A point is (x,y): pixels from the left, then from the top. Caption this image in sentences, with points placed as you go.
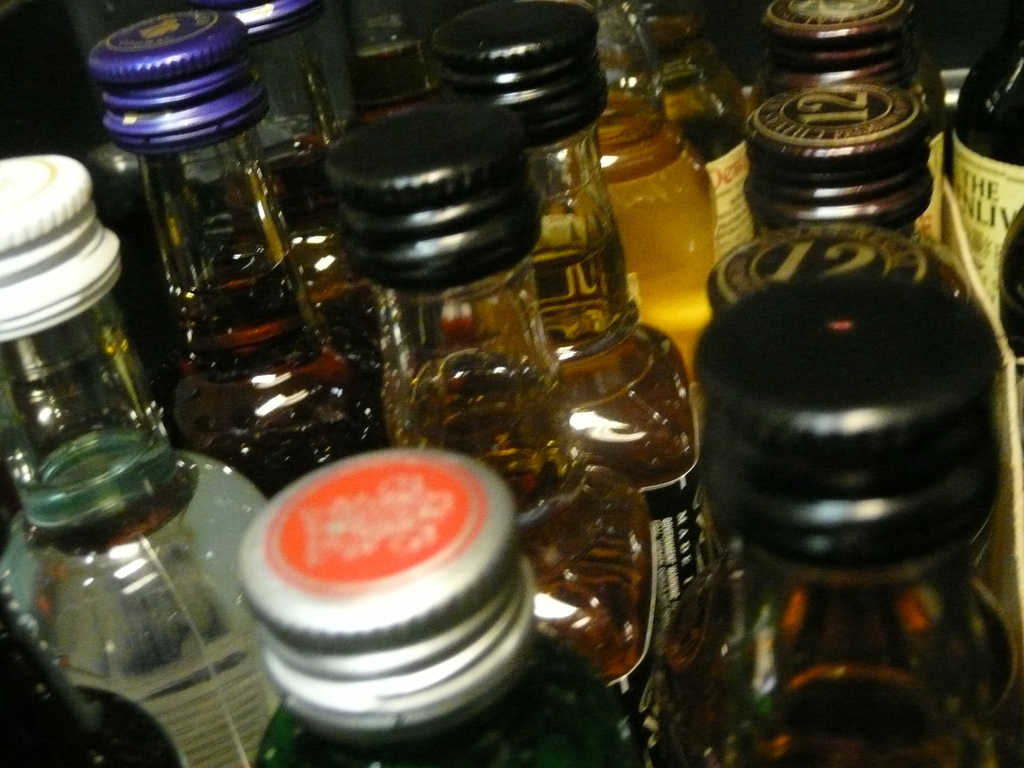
In this picture there are a group of liquor bottles (413,413) arranged in a cluster with a closed knobs (480,558) of different colors.
